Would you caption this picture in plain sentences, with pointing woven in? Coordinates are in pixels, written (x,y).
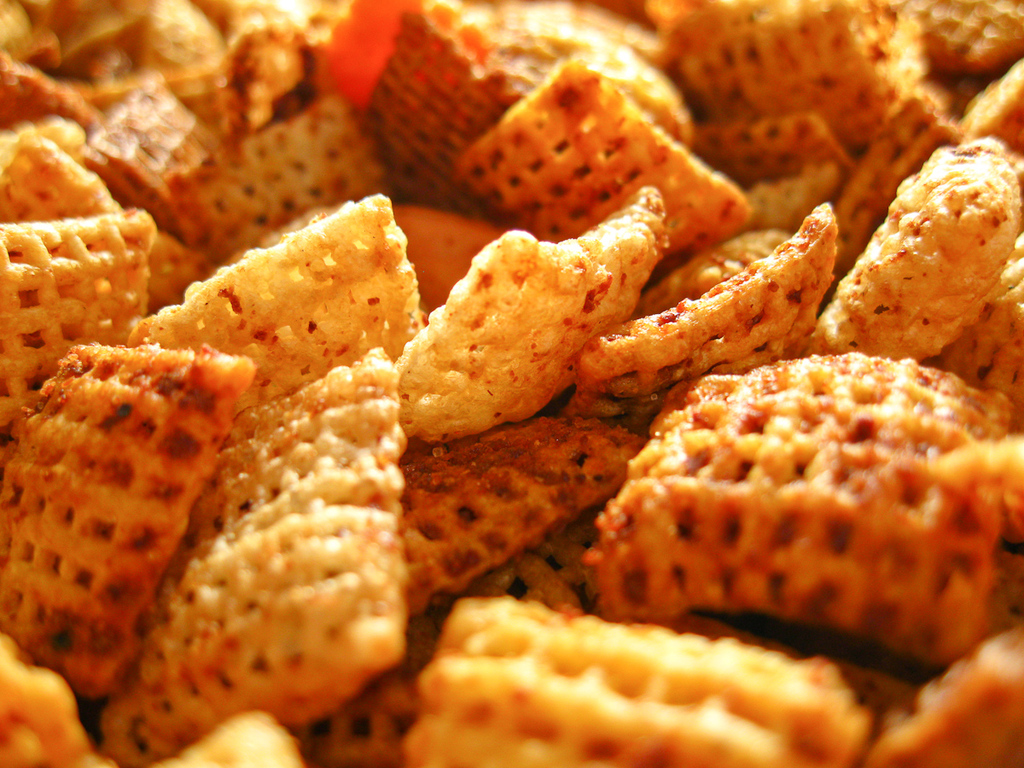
In this picture we can see spicy chips (951,261).
